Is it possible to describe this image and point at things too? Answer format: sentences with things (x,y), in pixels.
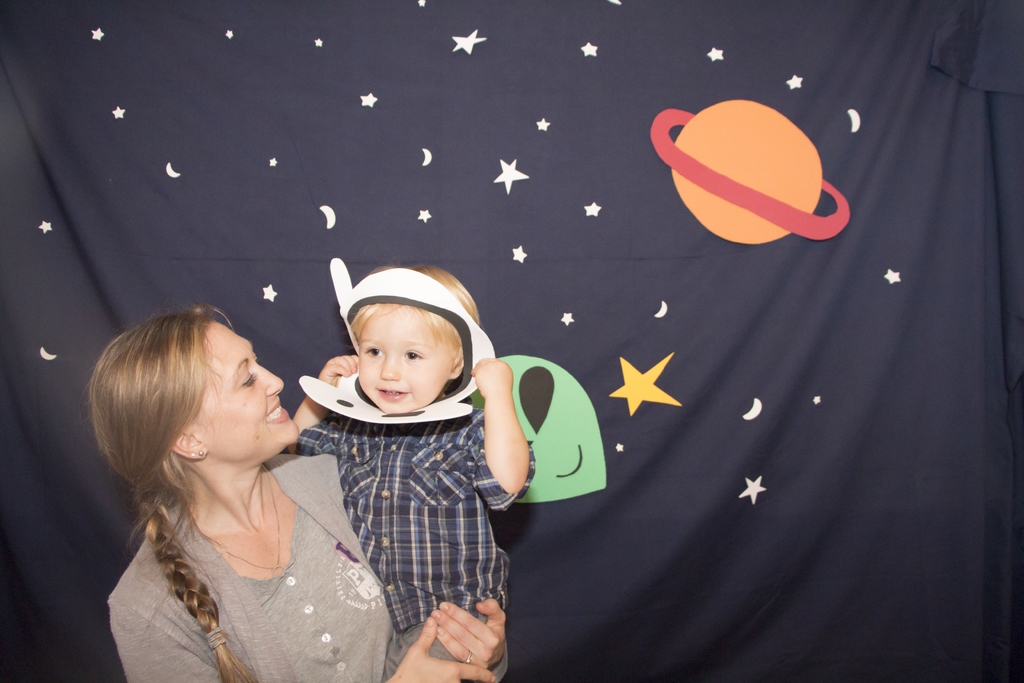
In this picture I can see a woman (235,566) in front (144,417) and I see that she is smiling and she is holding a baby (362,440) in her hands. In the background (37,330) I see the cloth (731,248) on which there are stars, a planet (720,182) and an alien's face (532,415).
